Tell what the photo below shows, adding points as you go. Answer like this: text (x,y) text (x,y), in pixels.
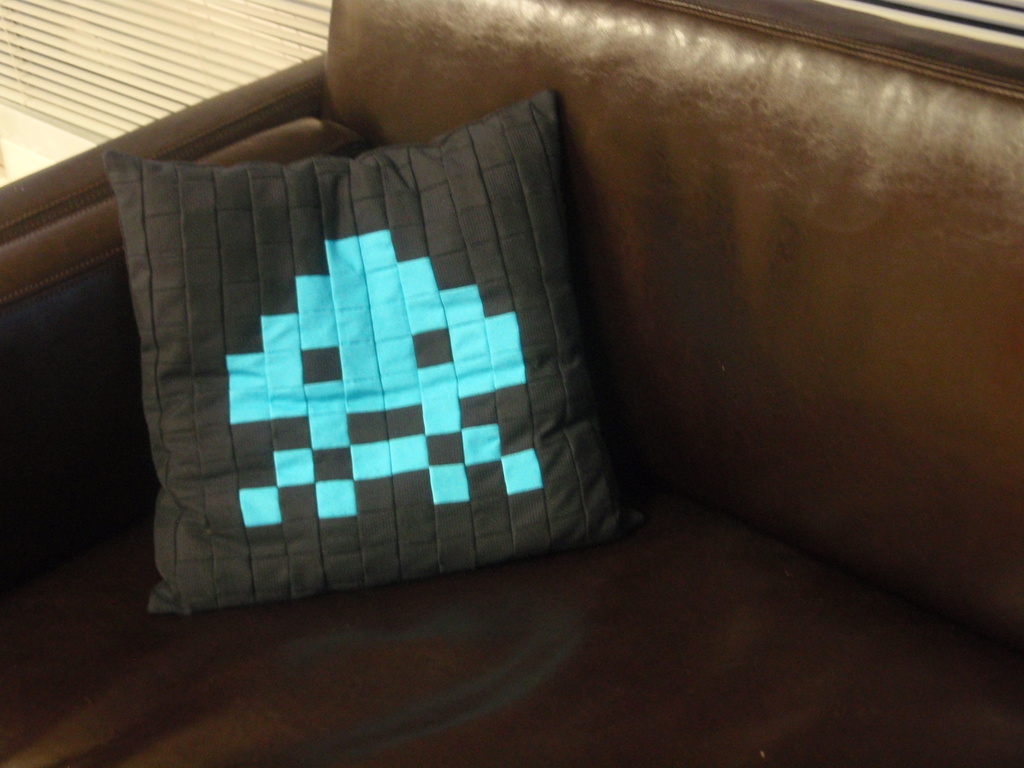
In this picture we can see a sofa (772,665), on this sofa (696,714) we can see a pillow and in the background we can see an object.
